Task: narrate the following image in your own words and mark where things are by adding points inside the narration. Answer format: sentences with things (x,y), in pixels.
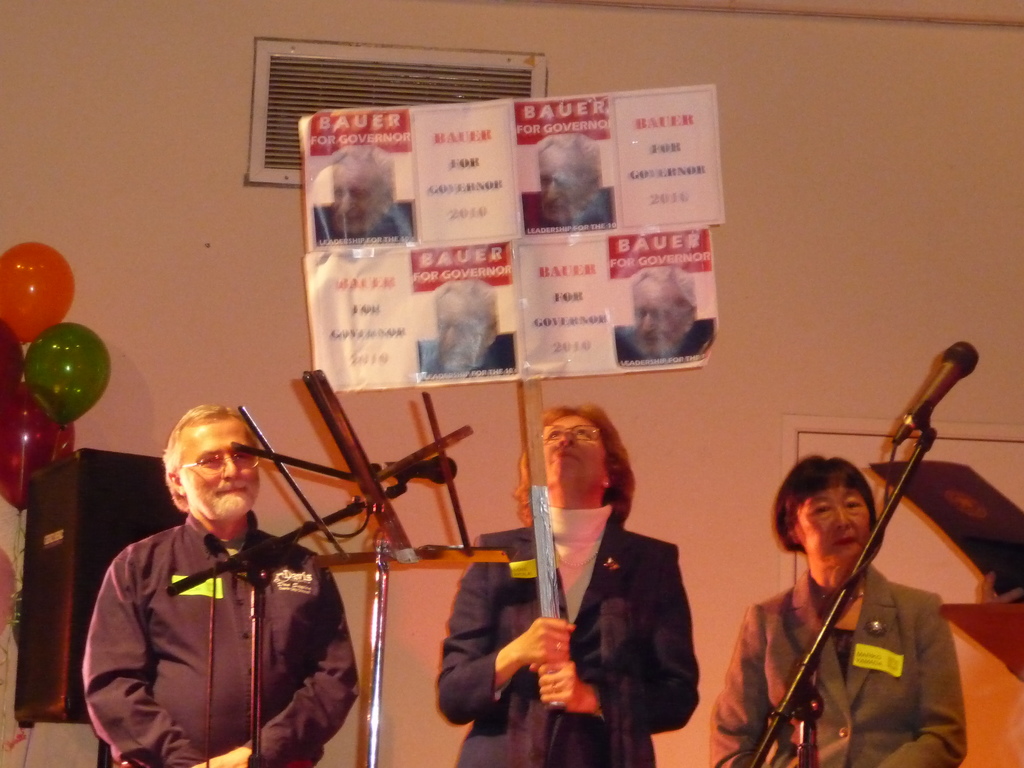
In this image, we can see people (596,545) standing and wearing glasses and one of them (585,511) is holding a board (434,300) and we can see mics (443,471) and stands (373,497). In the background (394,606), there is a ventilation (436,68) and a wall (844,299) and a door (839,422) and we can see balloons (73,418) and a box (26,603).
